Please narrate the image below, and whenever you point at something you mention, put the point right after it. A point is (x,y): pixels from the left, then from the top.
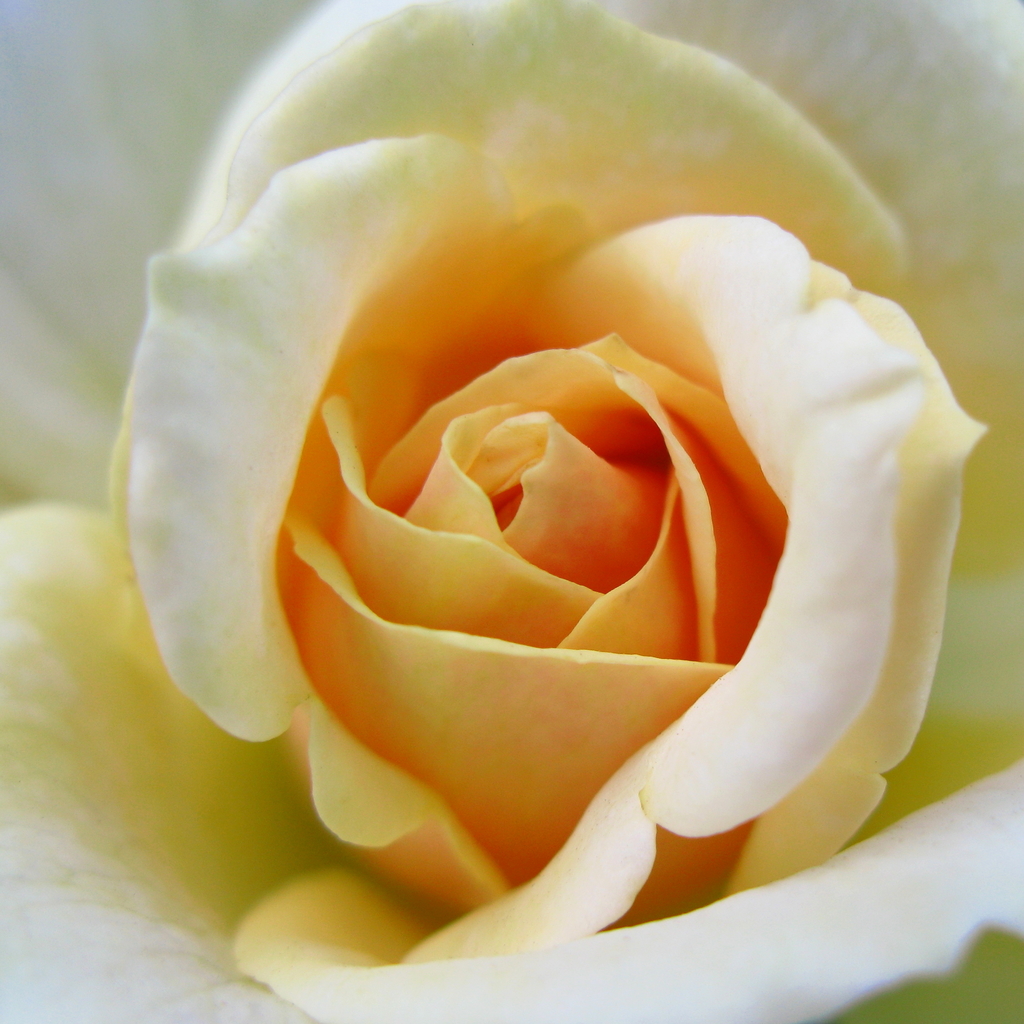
In this image there is a beautiful white rose (380,560).
